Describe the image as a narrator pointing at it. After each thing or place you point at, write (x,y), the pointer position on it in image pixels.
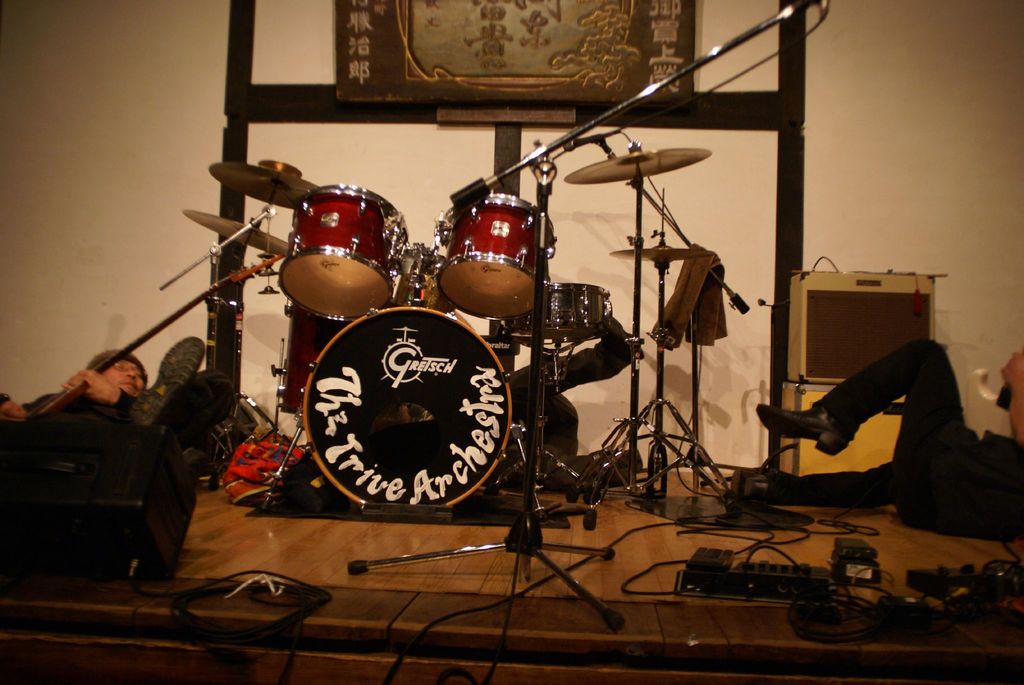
In the picture, there are some people (932,501) lying on the stage (875,654), beside them, in the middle (436,375) there is a drum kit (476,357), in the background (783,106) there is a wall (817,92).
